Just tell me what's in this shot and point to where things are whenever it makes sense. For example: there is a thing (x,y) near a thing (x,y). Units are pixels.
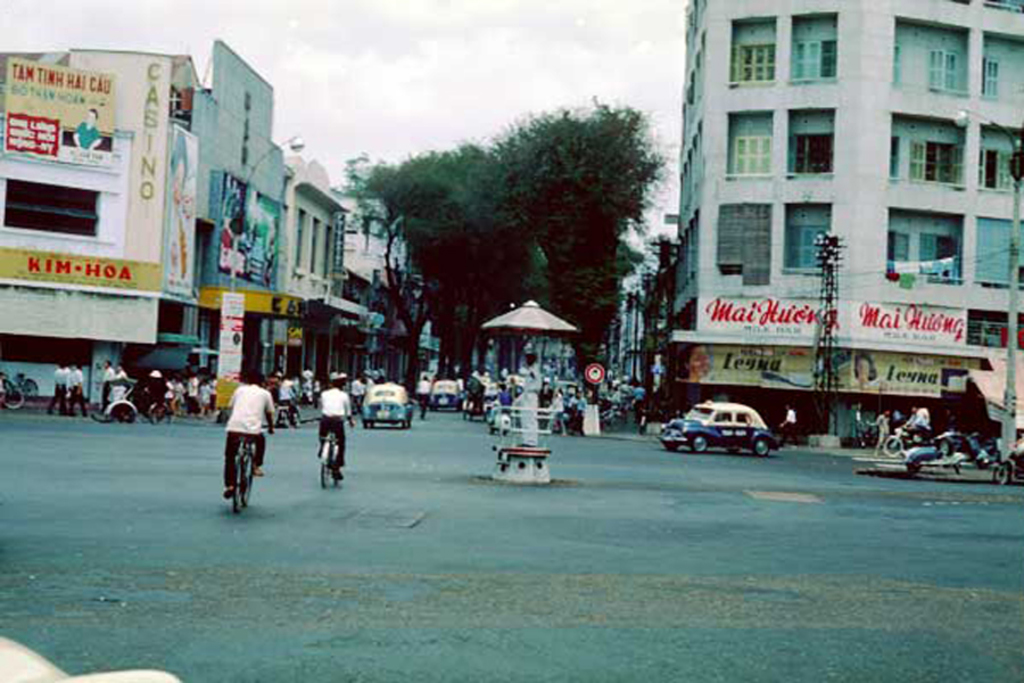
In this picture we can see vehicles (450,389) and some people (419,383) riding bicycles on the road (559,488), buildings (705,249) with windows (90,215), banners (274,222), trees (466,303) and in the background (504,114) we can see the sky (406,93).
